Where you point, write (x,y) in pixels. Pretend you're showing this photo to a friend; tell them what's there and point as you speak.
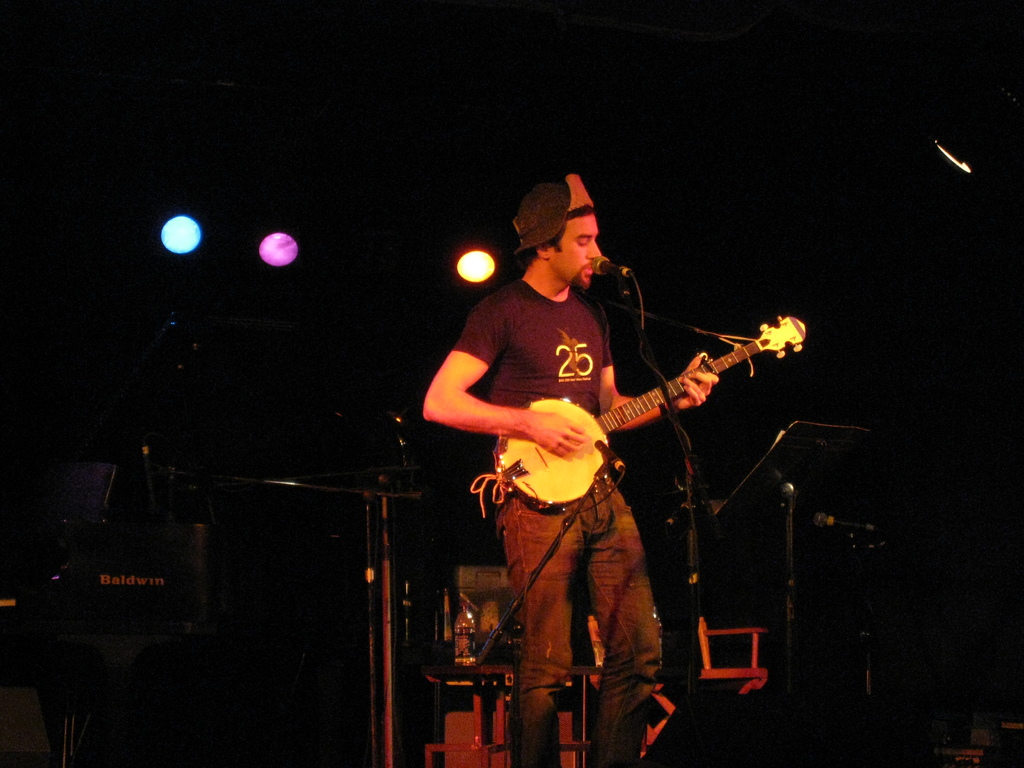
This is a picture of a room (307,491). And there is a man (459,409) standing on the floor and playing a musical instrument (633,405). In front of him there is a mike (612,270) back side of him there are some lights (284,261) and he wearing a cap (540,230) on his head (537,253).
